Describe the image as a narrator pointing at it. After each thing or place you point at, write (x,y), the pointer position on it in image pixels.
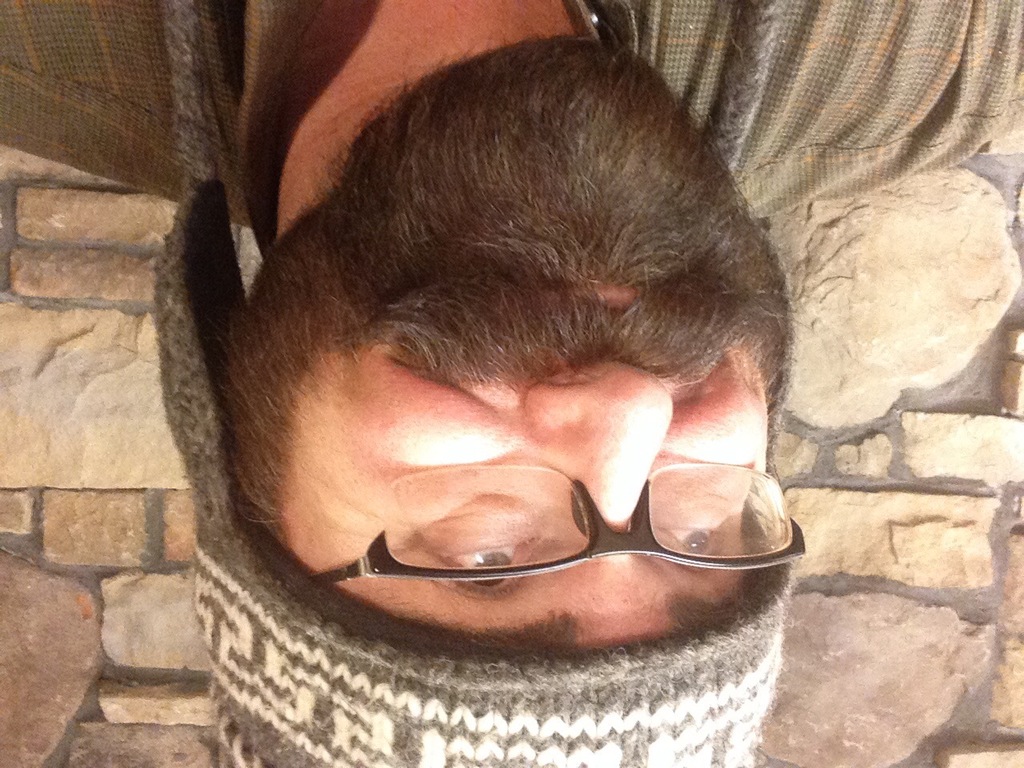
In the foreground of this image (531,357), there is a man's face (536,300) upside down and in the background (895,406), there is a wall (899,431).
